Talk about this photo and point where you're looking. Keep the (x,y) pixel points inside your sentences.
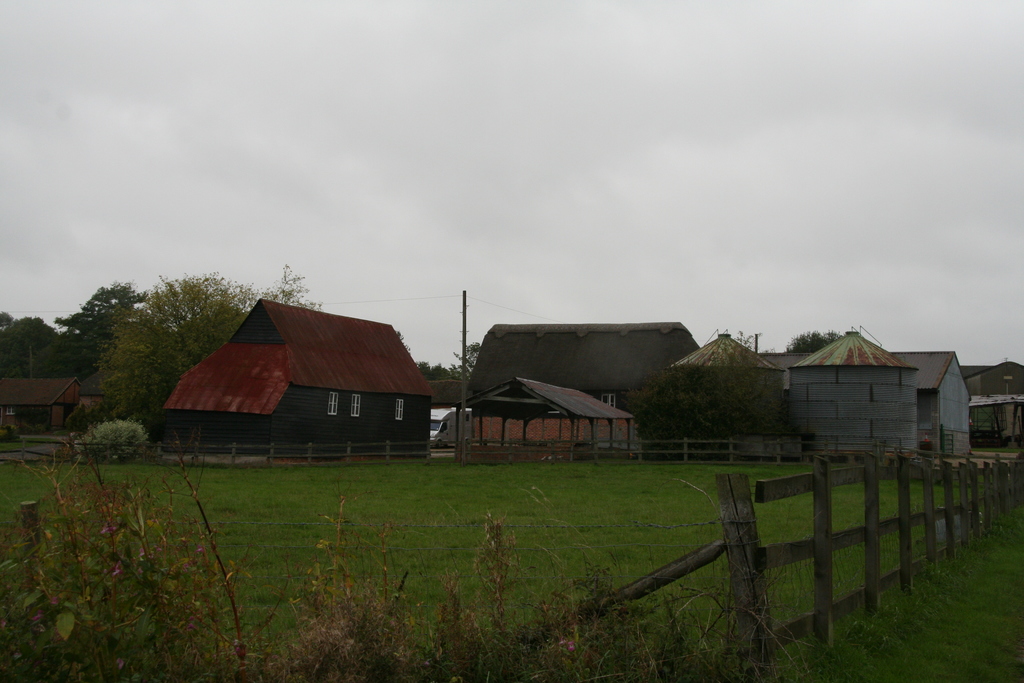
In this image there are some few houses (185,389) and fence (874,478), pole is visible in the middle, at the top (373,178) there is the sky (373,178).
